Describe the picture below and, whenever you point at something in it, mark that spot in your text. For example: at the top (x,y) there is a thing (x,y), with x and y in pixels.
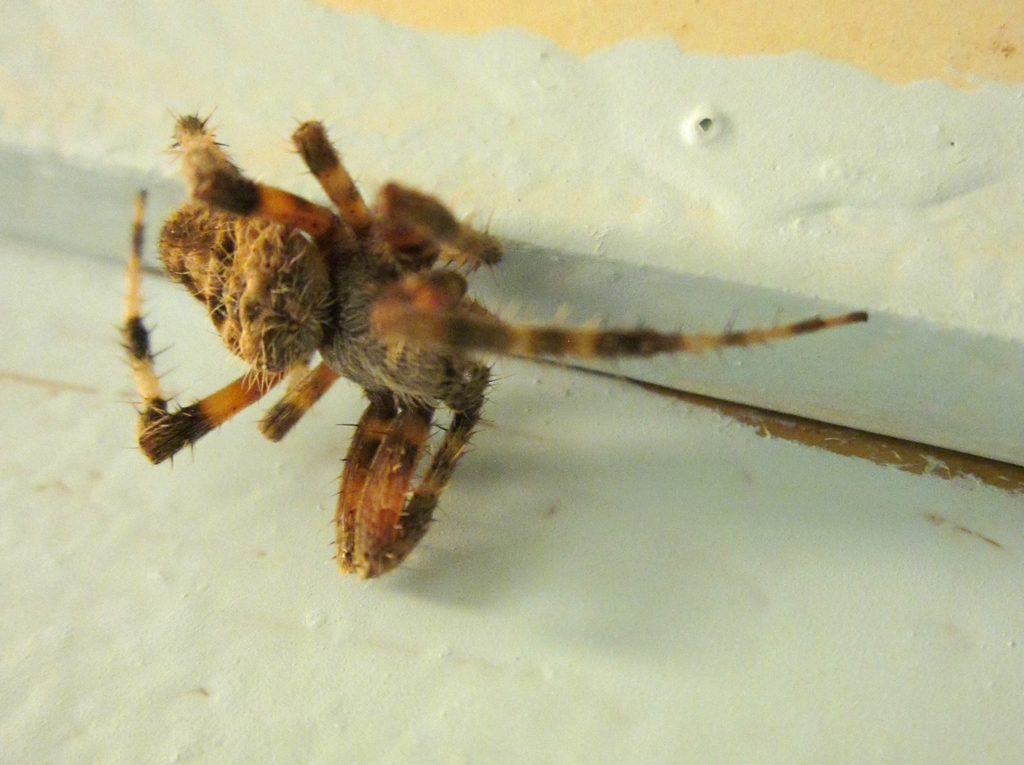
In this image there is a insect (398,372) on the wall (481,191).
